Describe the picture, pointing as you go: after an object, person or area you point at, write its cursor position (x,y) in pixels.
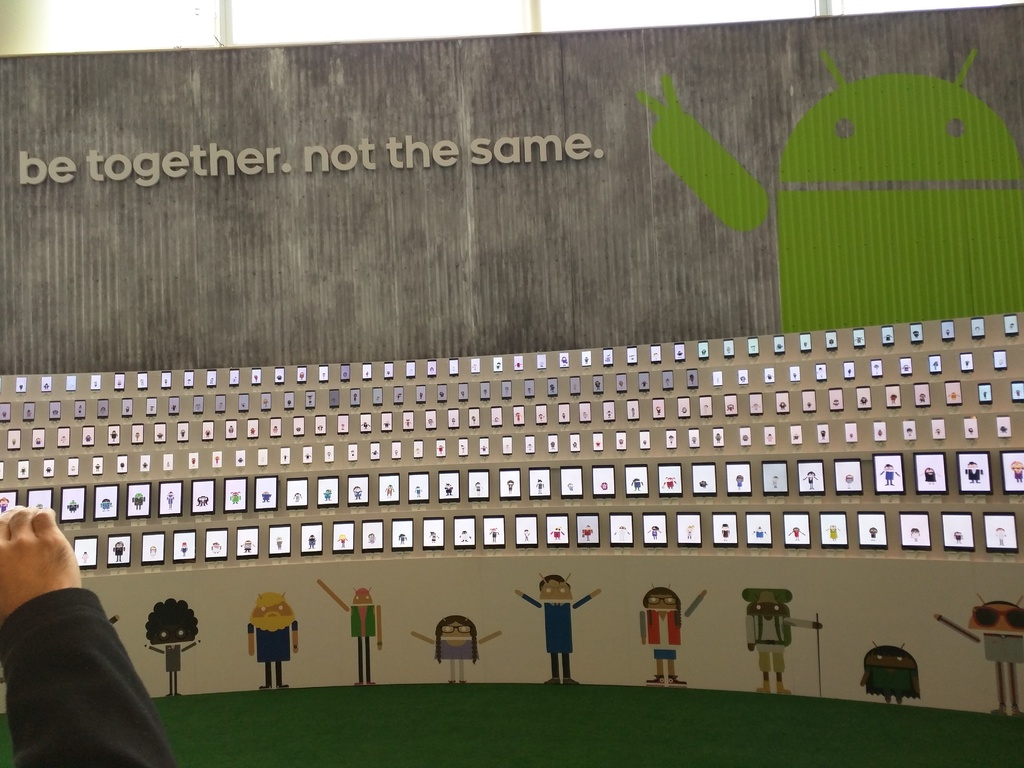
This image looks like a poster. In which there are many mobiles (505,490). At the bottom (356,607), there are cartoons (1012,705). At the top (74,162), there is a text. On the left (54,706), there is a person (75,700) standing. In the background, there is a wall (45,88).
